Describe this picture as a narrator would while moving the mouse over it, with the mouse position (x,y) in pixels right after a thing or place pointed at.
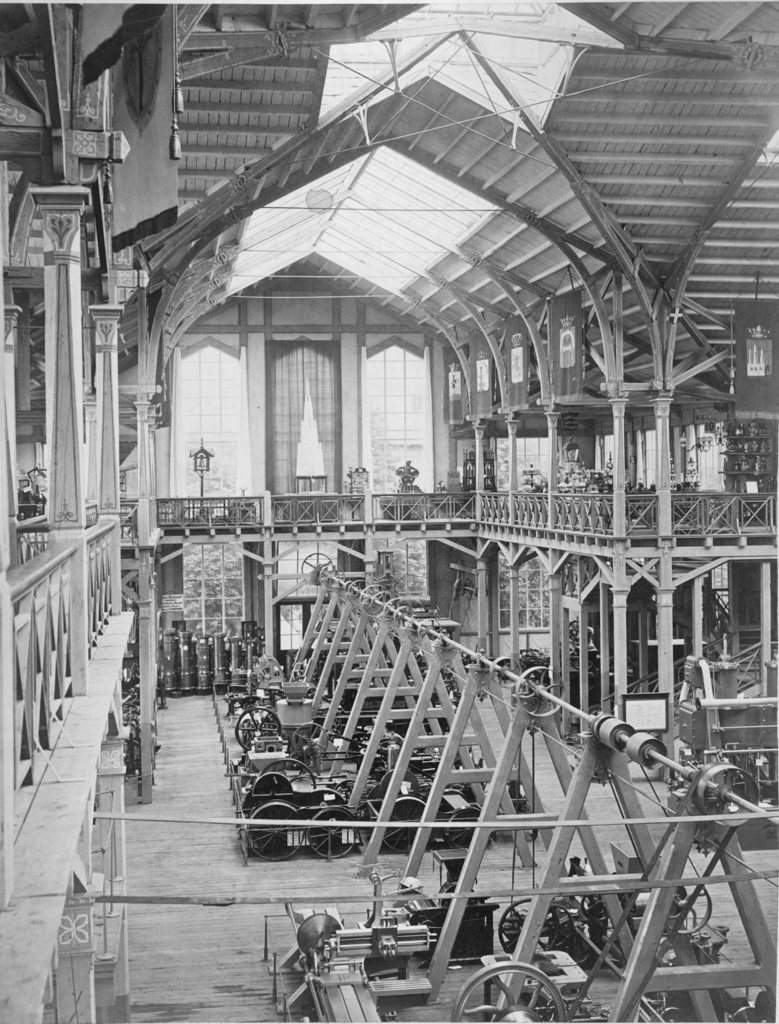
In the image there are some machines (404,625). At the top of the image (727,275) there is roof (703,192).
